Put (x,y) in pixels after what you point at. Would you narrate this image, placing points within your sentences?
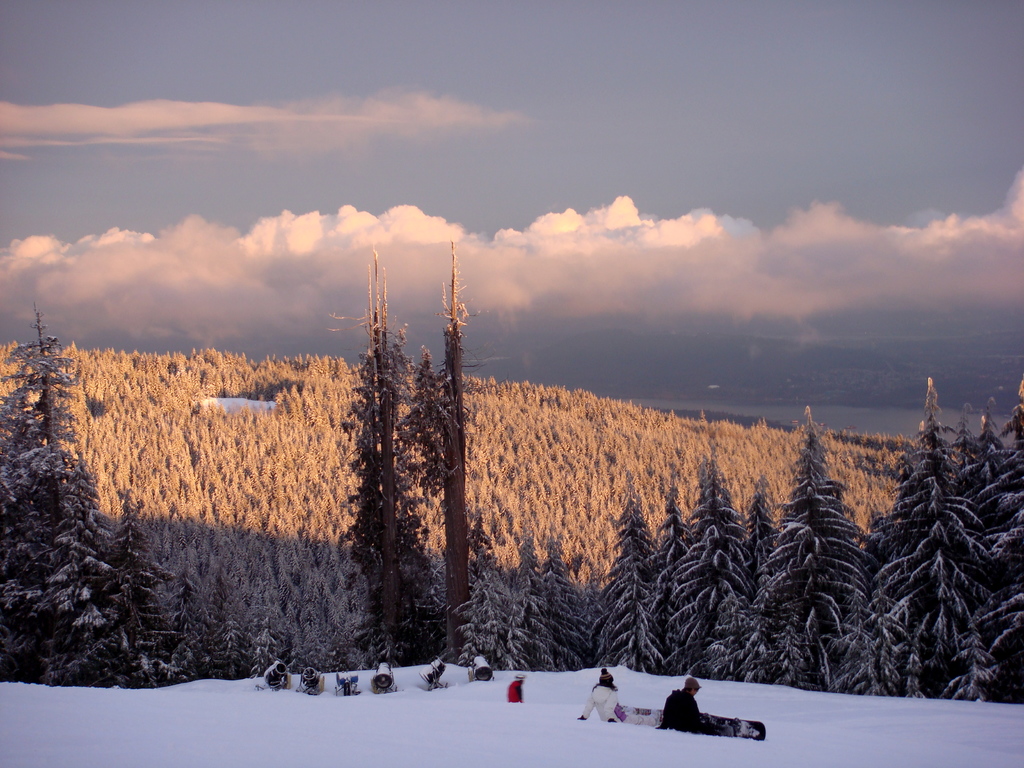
In this image there is snow (430,761) at the bottom (409,711). At the top (348,103) there is the sky (402,161). In the middle (561,468) there are trees (556,508) on which there is snow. On the snow (330,711) there are six machines (387,682).
